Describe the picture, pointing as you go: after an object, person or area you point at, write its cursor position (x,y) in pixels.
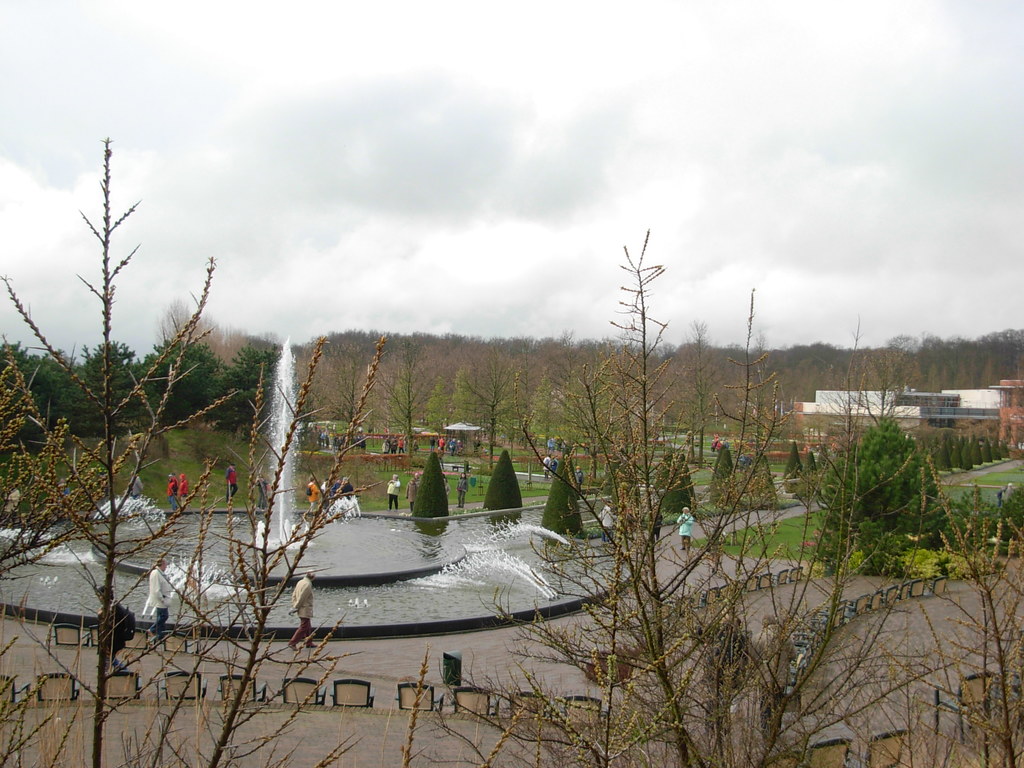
In this image we can see a group of people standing on the ground (453,636). We can also see the barriers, a group of trees (660,663), grass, the fountain (362,599), a building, an outdoor umbrella (471,424) and the sky (488,234) which looks cloudy.
